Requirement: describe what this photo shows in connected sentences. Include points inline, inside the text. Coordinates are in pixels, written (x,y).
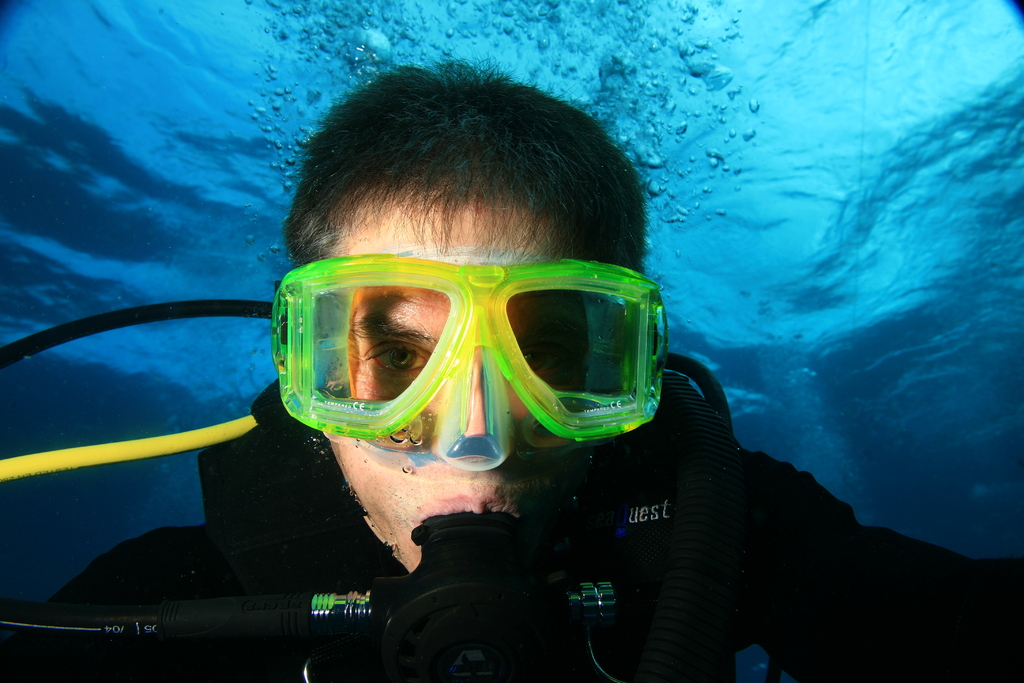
In this picture we can see a man (413,189) in the water (276,268), and he wore spectacles (516,309).
